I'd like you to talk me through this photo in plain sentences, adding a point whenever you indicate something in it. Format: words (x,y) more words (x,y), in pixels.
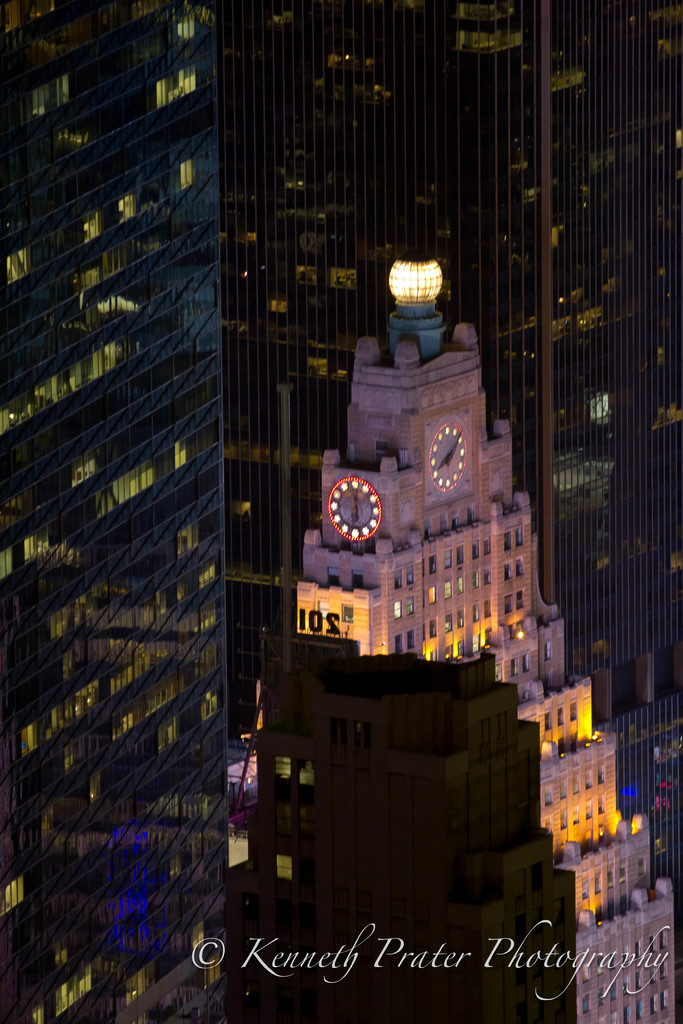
In this image, we can see few buildings (426,750) with glass windows (37,782). Here we can see two clocks (363,535) on the wall (408,506) and light (424,295) here. At the bottom of the image (438,966), we can see a watermark (370,959).
